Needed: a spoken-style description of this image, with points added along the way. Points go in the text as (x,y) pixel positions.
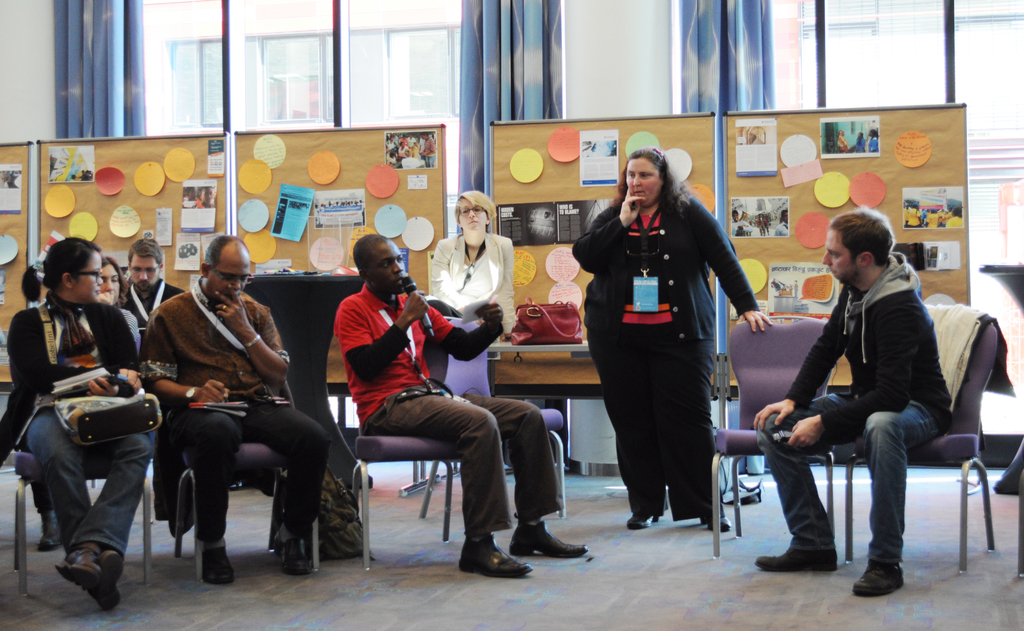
Bottom left side of the image (207,481) few people (12,370) are sitting on chairs (264,450) and holding something in their hands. In the middle of the image (672,222) two women (477,272) are standing. Behind them there is a table (543,346), on the table (495,347) there is a bag (554,306). Bottom right side of the image (833,429) a man (771,420) is sitting on a chair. Behind them there are some boards (161,137), on the boards (166,150) there are some posters (543,241). Top of the image (1007,69) there is a glass window (969,70) and curtains (116,27).
